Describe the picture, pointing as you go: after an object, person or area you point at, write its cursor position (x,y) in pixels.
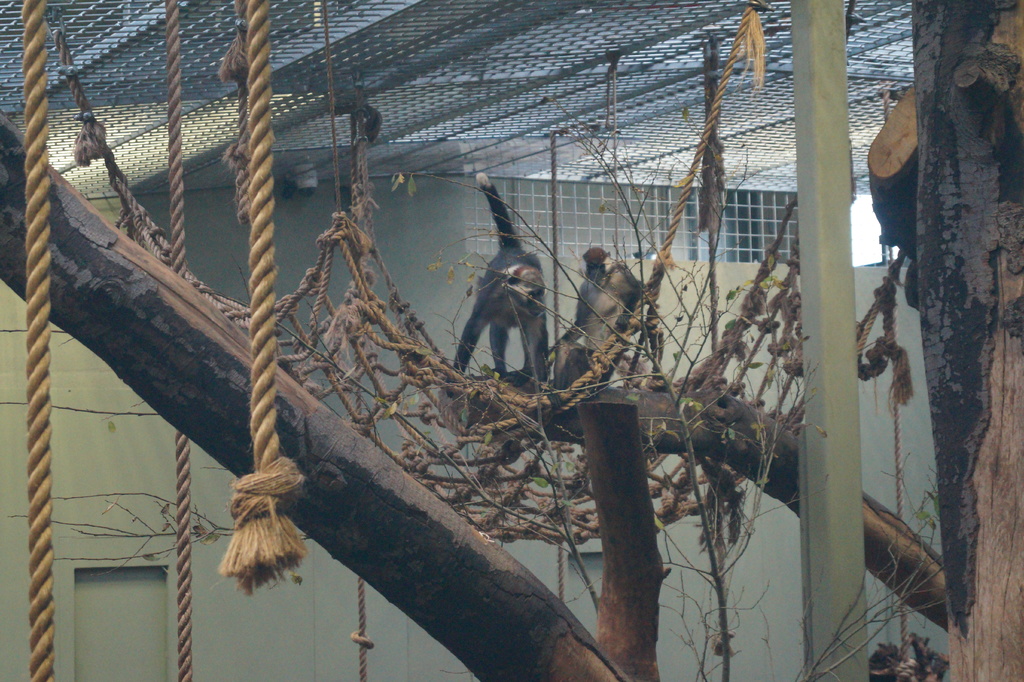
In this picture we can see there are two animals (545,292) standing on the branch (624,403) and in front of the animals (509,311) there are ropes (306,288), tree trunks (1013,330) and a pole (842,542). Behind the animals (545,328) there is a wall (417,237) and at the top (559,6) there is the iron wire fence (452,88).
